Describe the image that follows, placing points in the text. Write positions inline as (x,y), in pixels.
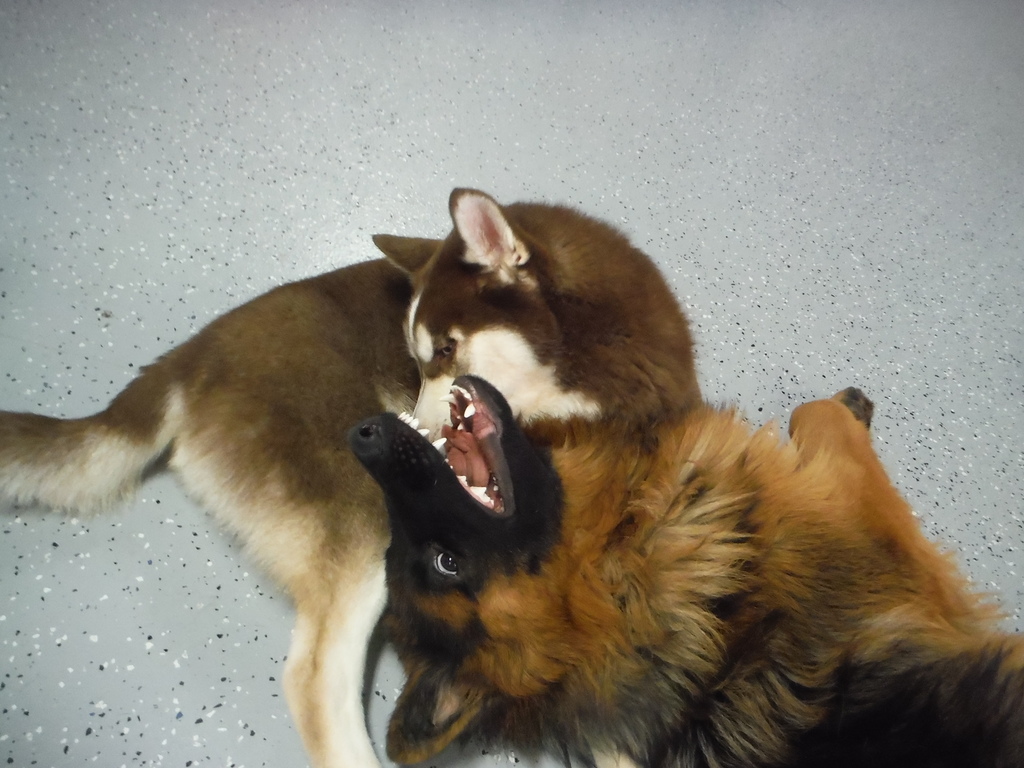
In this picture we can see two dogs (515,469) laying, at the bottom (242,645) there is floor (125,642).
